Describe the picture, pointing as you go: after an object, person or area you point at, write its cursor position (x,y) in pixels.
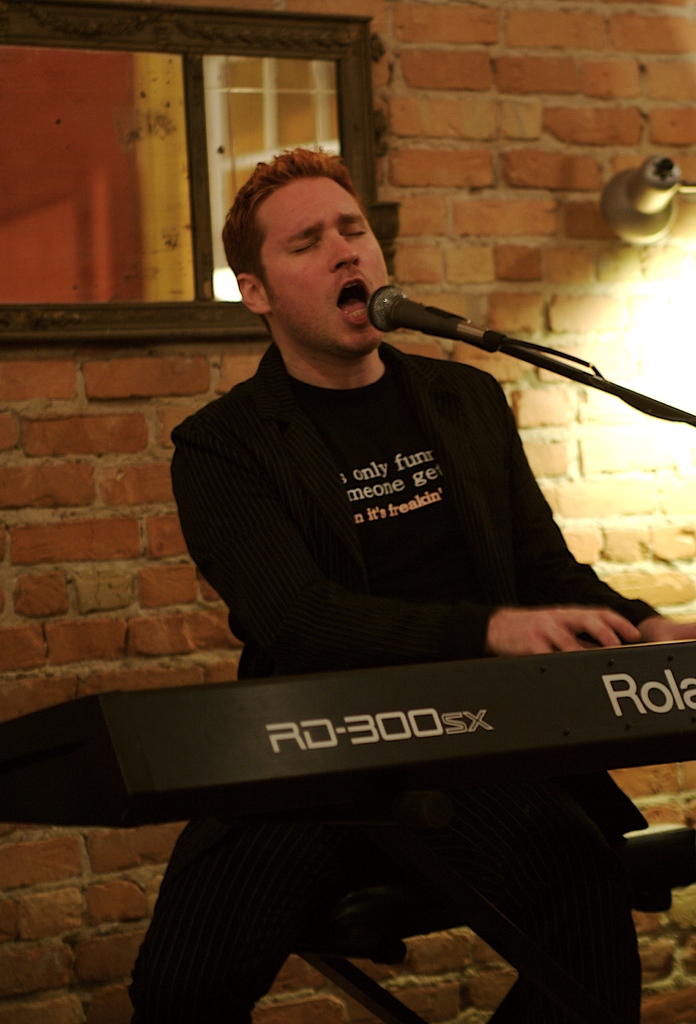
In this image there is a person (277,498) in the middle (282,505), in front of him there is the mike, musical instrument (373,705), behind him there is a window (121,234), wall (117,382) and light (661,203) on the right side (683,217).
